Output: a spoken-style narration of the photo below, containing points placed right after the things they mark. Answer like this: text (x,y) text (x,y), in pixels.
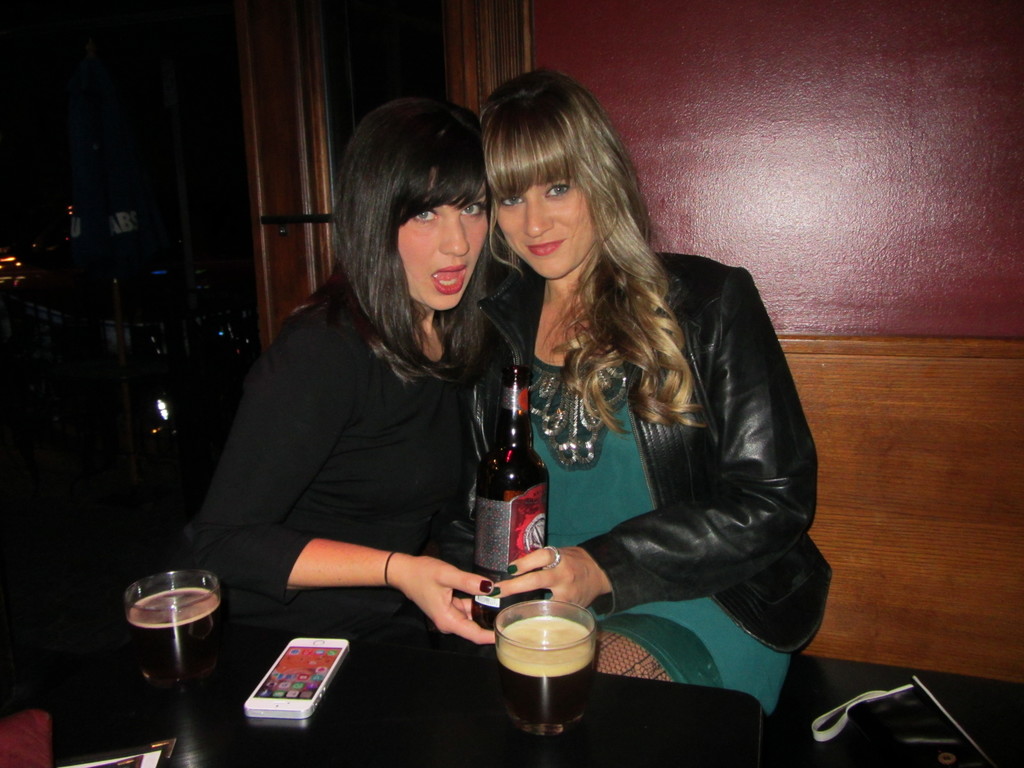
In the center of the image (384,297) there are two ladies (532,348) sitting. They are holding a bottle (504,516) in their hands (537,582), before them there is a table (573,749). There are two glasses (163,603) and mobile (272,683) placed on the table (753,726). In the background (811,174) there is a wall (742,77) and a door (360,49).
